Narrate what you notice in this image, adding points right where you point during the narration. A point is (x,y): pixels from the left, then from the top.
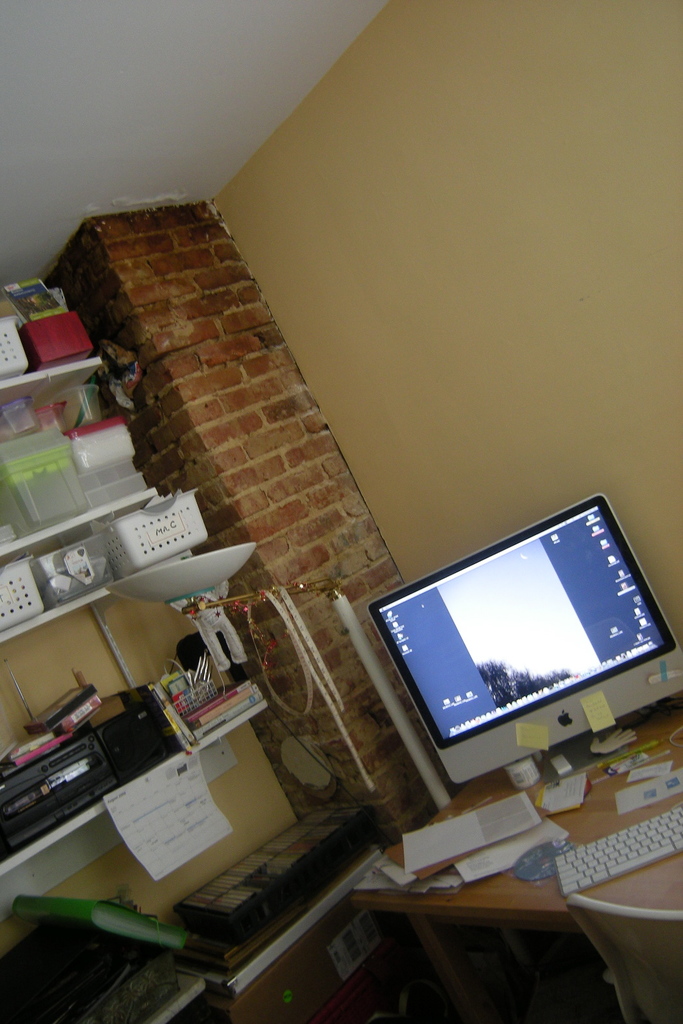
To the right side (649,752) corner there is a table (644,884). On the table (657,883) there is a monitor (496,730) to the corner and to the edge there is a keyboard (625,858) and there are few papers (657,790) on the table (446,818). And to the left side (51,369) there are shelves (48,378). On the shelves (58,375) there are some boxes (64,475) and a tape record (76,749) and in the bottom (340,945) there are cardboard box (278,968) and green color book (120,921). And in the middle (228,502) there is a brick wall (225,395).
